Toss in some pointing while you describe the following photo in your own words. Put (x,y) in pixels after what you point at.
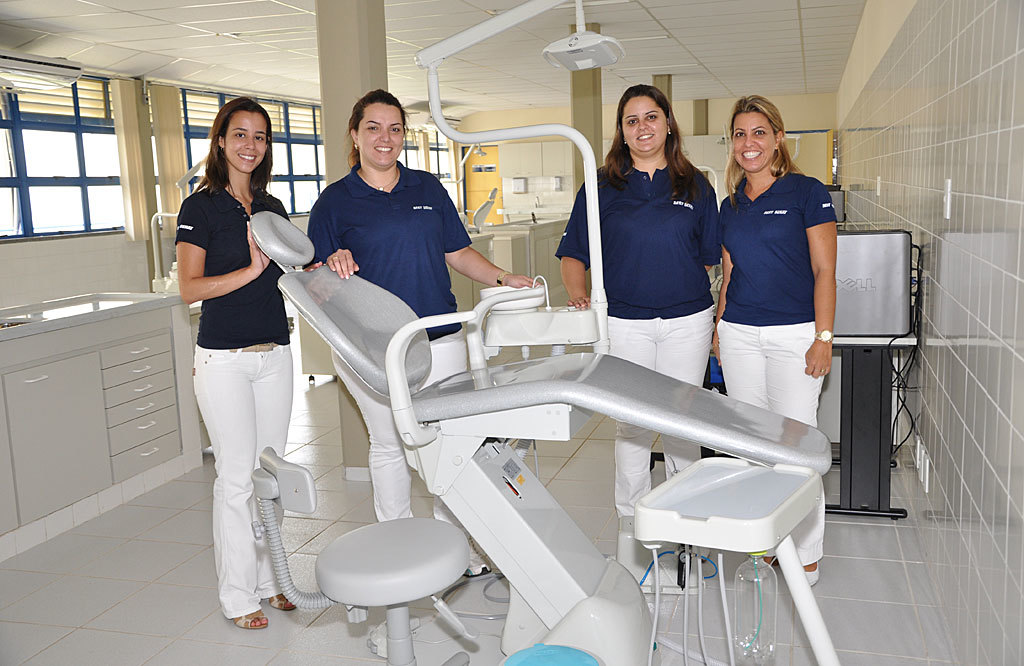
In this image we can see four women (741,199) are standing. In front of the women (701,219), we can see a medical equipment (483,517). In the background (106,251), we can see pillars (574,166), wall (479,125), tables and windows (21,175). At the top of the image (443,29), we can see the roof (802,2). On the right side of the image (958,351), we can see a wall (941,448), table (857,389) and some objects (881,318). On the left side of the image (131,358), we can see a cupboard (91,384).
